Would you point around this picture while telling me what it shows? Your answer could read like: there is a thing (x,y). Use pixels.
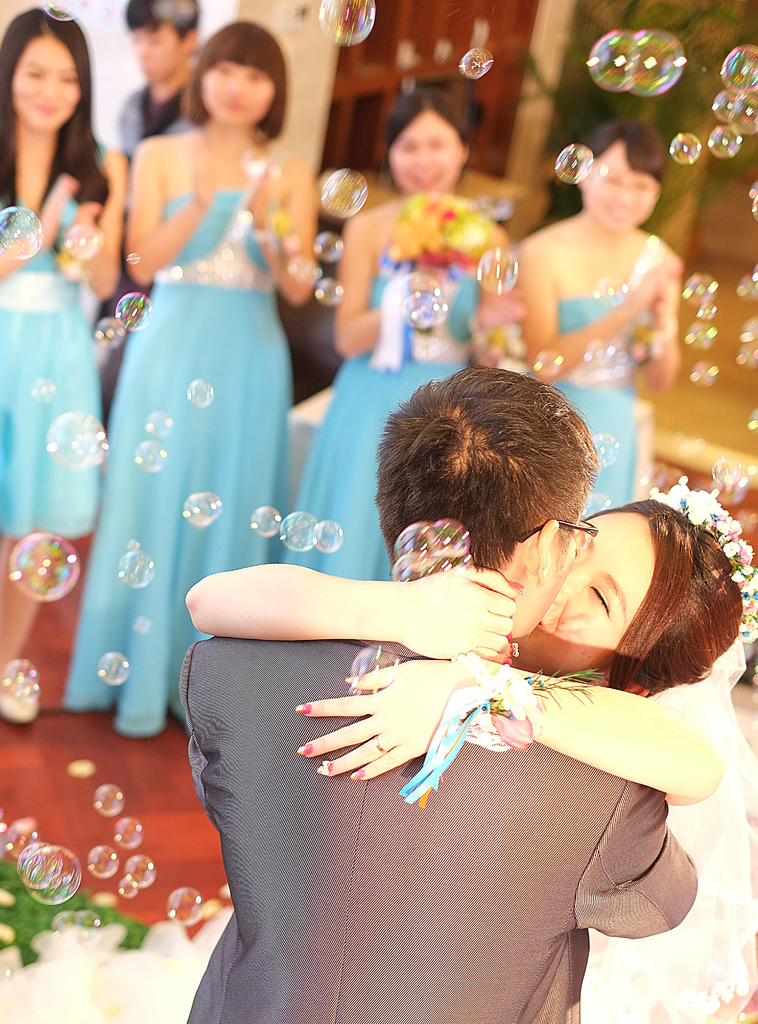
In this image I can see group of people (335,802) standing. In front (386,846) the person (431,888) is wearing gray color blazer (341,889) and the person (711,767) at right (711,767) is wearing white color dress (708,816). Background (670,8) I can see few bubbles (741,62), a plant (586,110) in green color and the wall (414,39) is in brown color.
